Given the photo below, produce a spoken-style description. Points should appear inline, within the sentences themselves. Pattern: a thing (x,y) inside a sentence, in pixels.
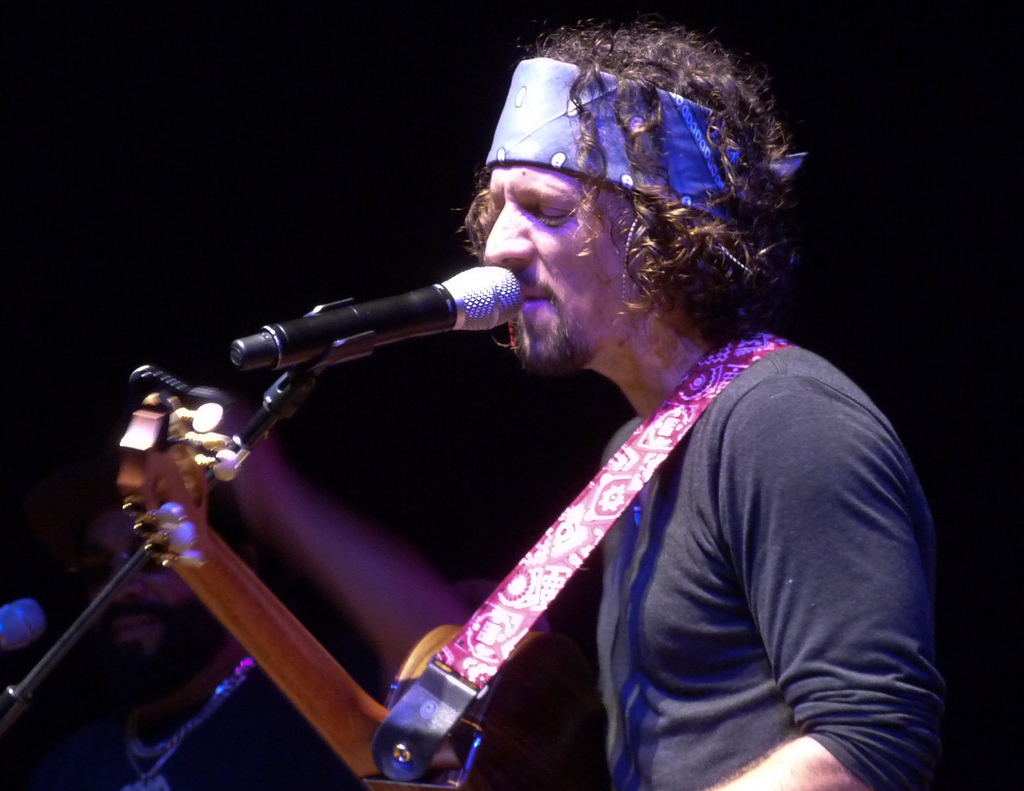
In this image i can see a person (532,248) singing in front of a micro phone (437,296) and holding some musical instrument (339,702).
